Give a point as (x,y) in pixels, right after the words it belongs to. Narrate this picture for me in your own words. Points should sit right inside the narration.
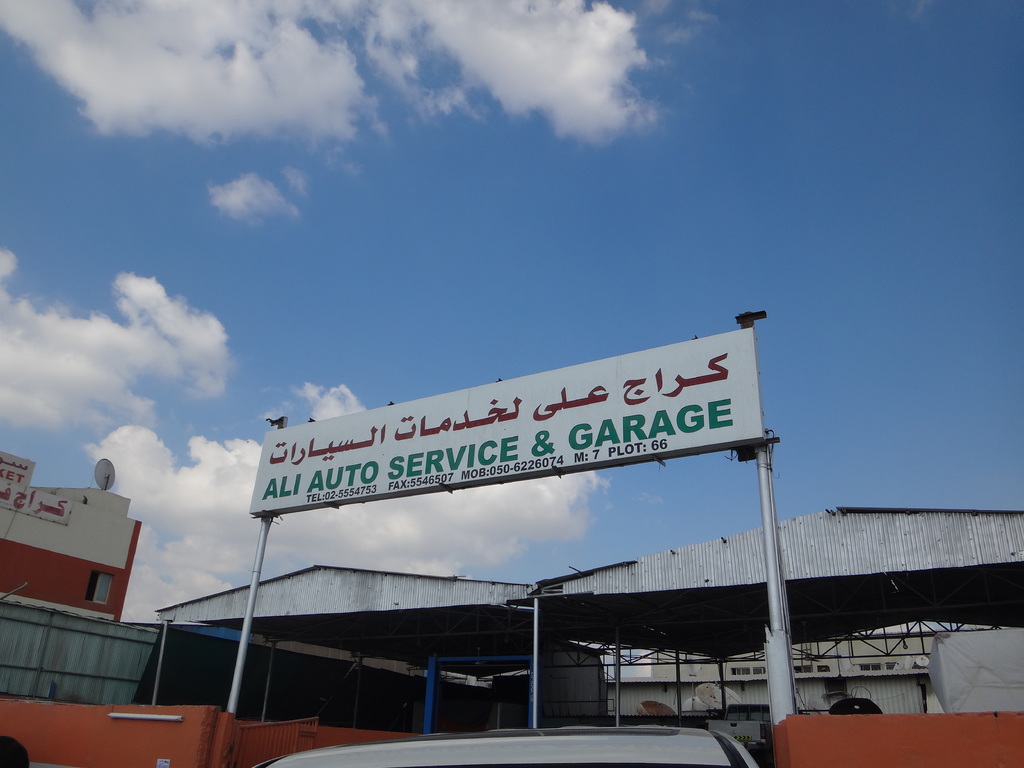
In the picture we can see a mechanic shed (815,561) with a board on it, we can see a name Ali service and a garage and behind it, we can see two sheds (859,589) and beside it we can see house building (100,523) and behind we can see a sky (431,298) with clouds (545,114).
